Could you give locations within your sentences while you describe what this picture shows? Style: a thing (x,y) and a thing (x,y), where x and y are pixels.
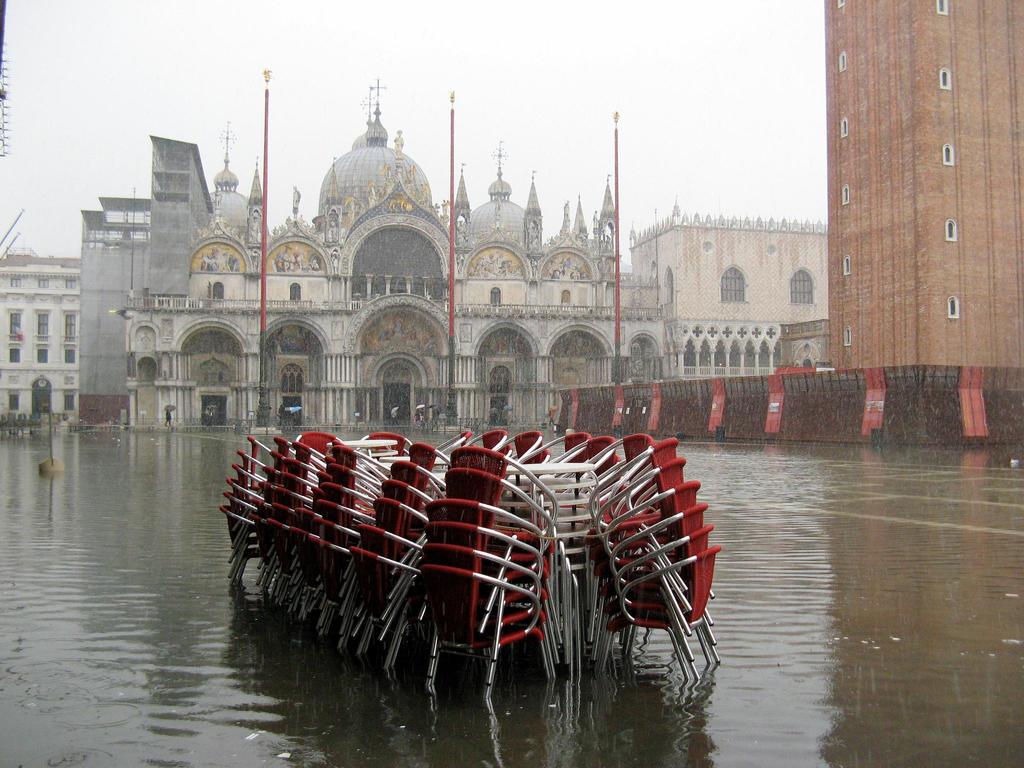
In this picture I can see few buildings (633,258) and few poles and I can see a few chairs (472,545) in the water (565,759) and I can see a cloudy sky (35,67).
